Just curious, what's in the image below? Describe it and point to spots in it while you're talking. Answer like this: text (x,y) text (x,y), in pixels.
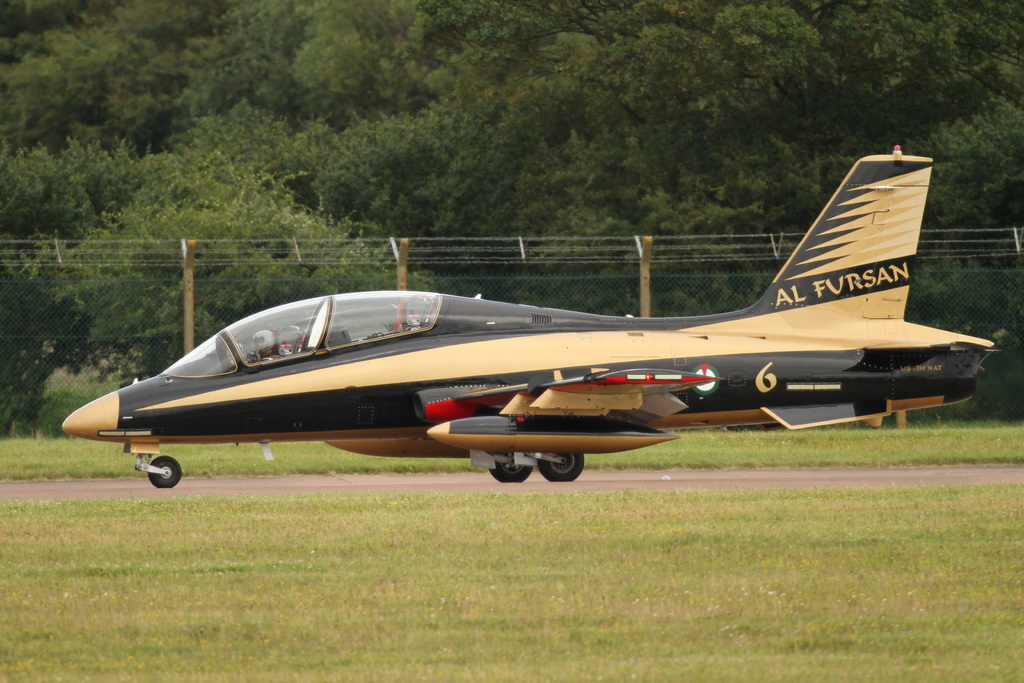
In this image, we can see an aircraft (534,452) on the runway (763,471). At the bottom (383,592), we can grass (633,590). Background (980,395) we can see mesh (530,297), poles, wire fencing (411,256) and trees (299,217). Here we can see a person (257,343) inside the aircraft (300,382).
